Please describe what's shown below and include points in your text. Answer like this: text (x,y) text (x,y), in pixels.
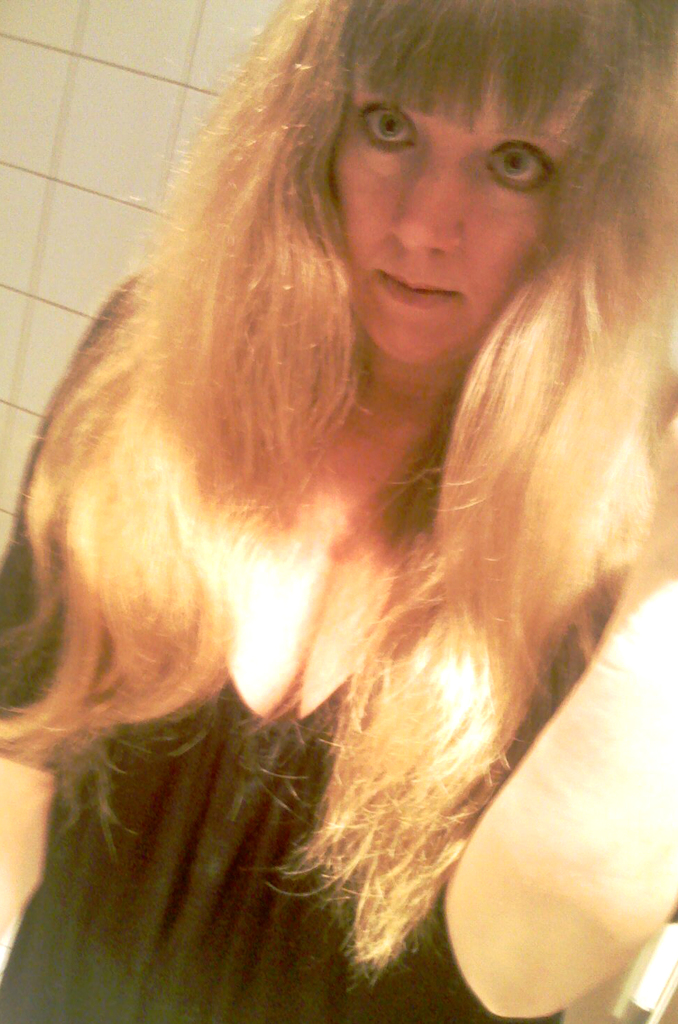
In this image, we can see a woman (319,635) in black dress (260,827) is seeing. Background (117,149) there is a wall (107,176).
